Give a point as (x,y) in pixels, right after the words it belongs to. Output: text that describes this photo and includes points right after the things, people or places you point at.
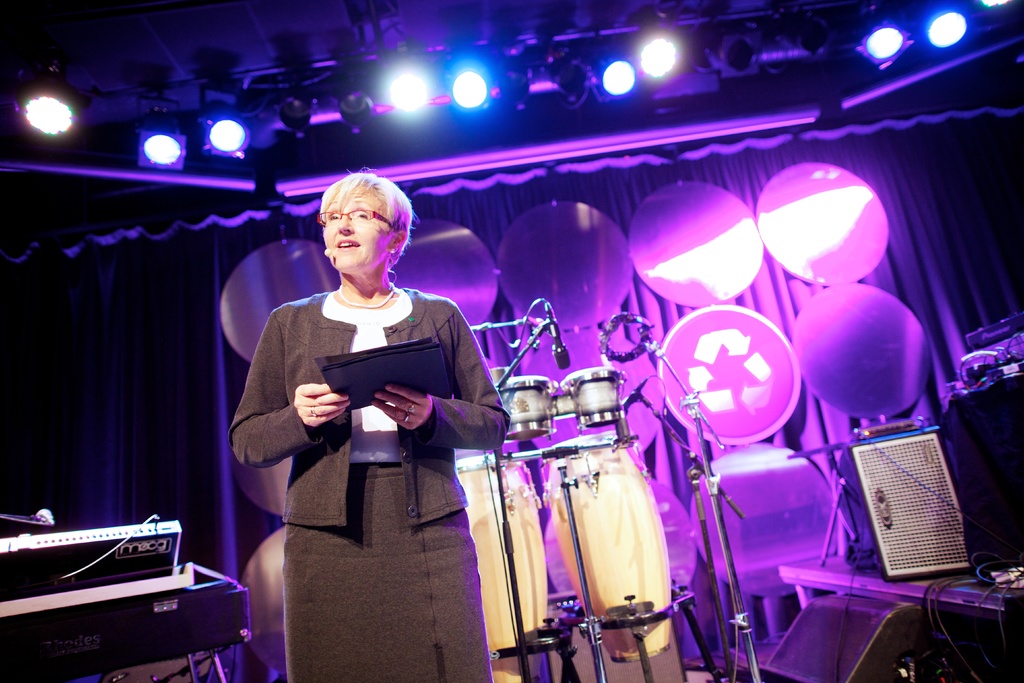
The women (324,493) is standing and holding some papers (391,367) in her hand (404,390) and speaking in front of a mic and there are some musical instruments (582,489) behind her.
